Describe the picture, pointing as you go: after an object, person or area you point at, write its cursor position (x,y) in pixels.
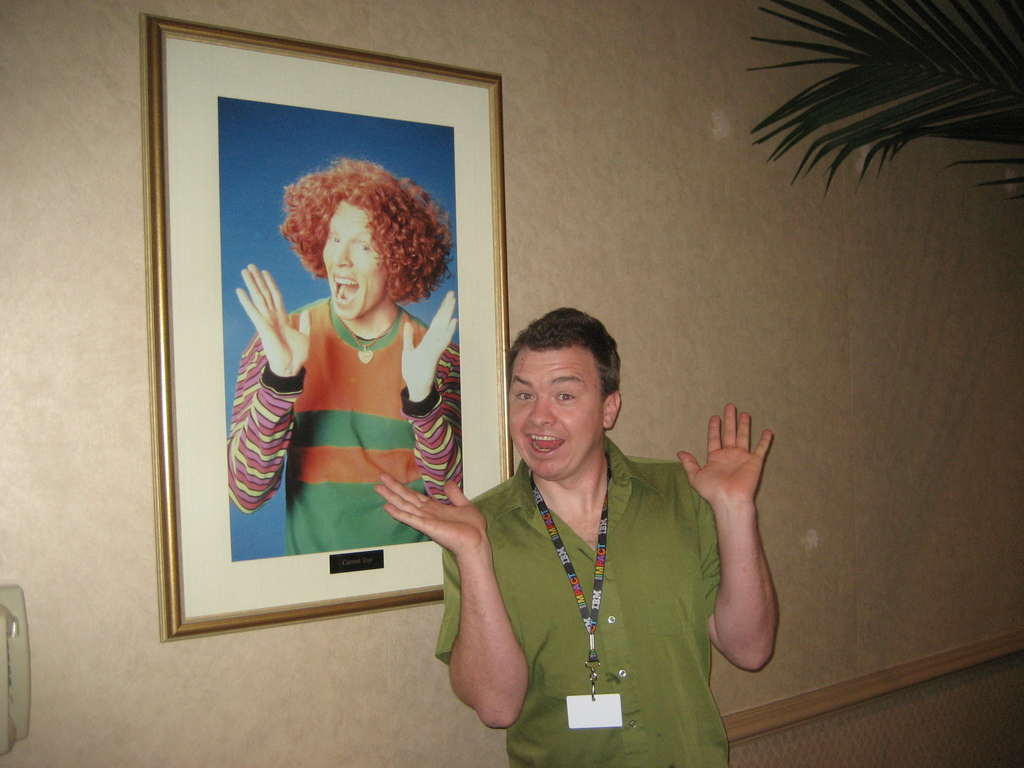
In this picture we can observe a man (529,485) wearing green color shirt (566,603) and a tag (576,578) in his neck (548,491). He is smiling. We can observe a photo frame (191,281) fixed to the wall (665,121). Which is in cream color. On the right side (869,101) there is a plant (889,68).
